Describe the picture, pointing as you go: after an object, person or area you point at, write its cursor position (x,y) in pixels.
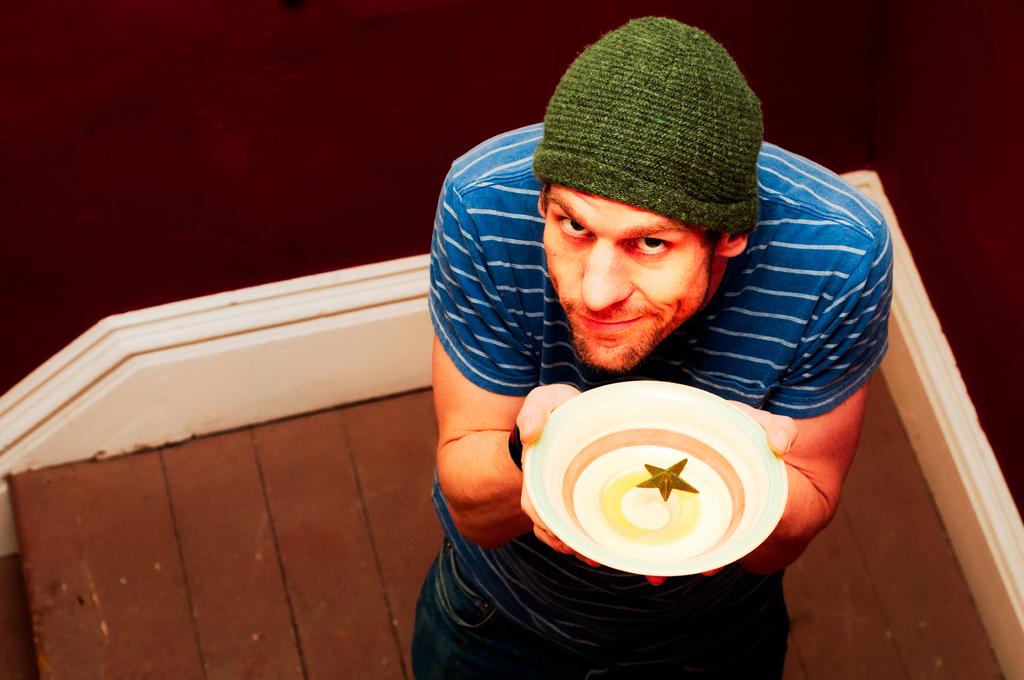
In the picture I can see a person (520,265) wearing blue color T-shirt (541,268), green color cap (555,116), white color plate (660,446) and in the background of the picture (383,318) there is a wall (245,130).
